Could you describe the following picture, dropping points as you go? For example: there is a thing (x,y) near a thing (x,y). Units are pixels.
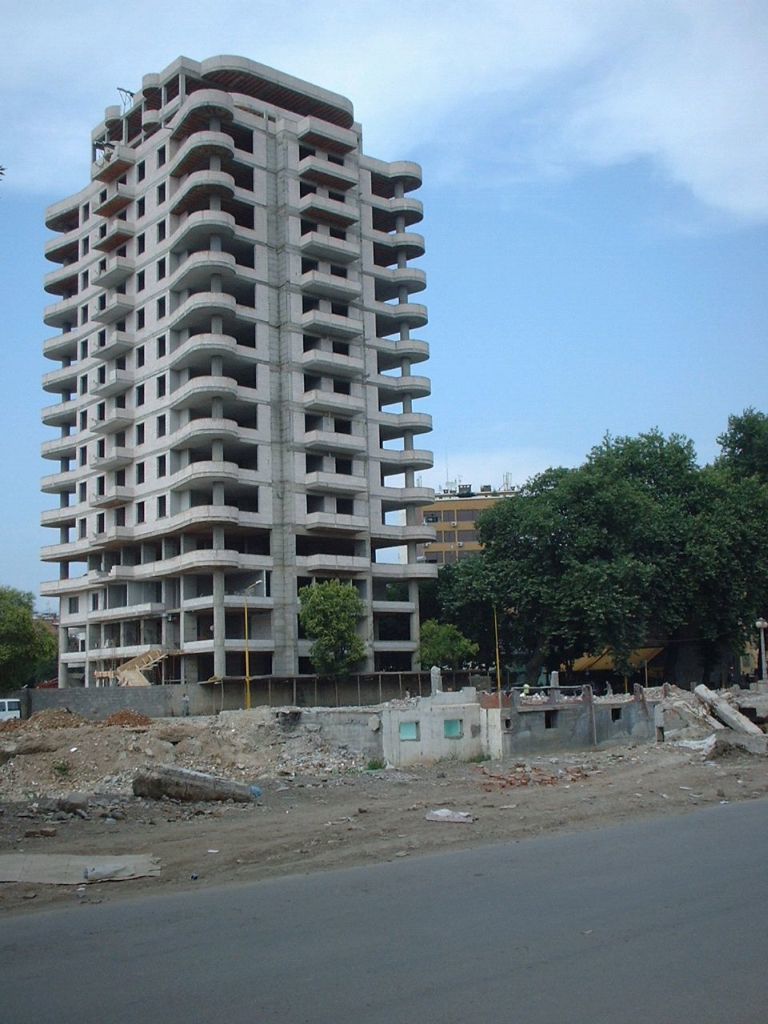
In this picture we can see the road (398,910), trees (428,619), buildings (274,532) and some objects (336,722) and in the background (480,117) we can see the sky (571,95) with clouds (676,62).
